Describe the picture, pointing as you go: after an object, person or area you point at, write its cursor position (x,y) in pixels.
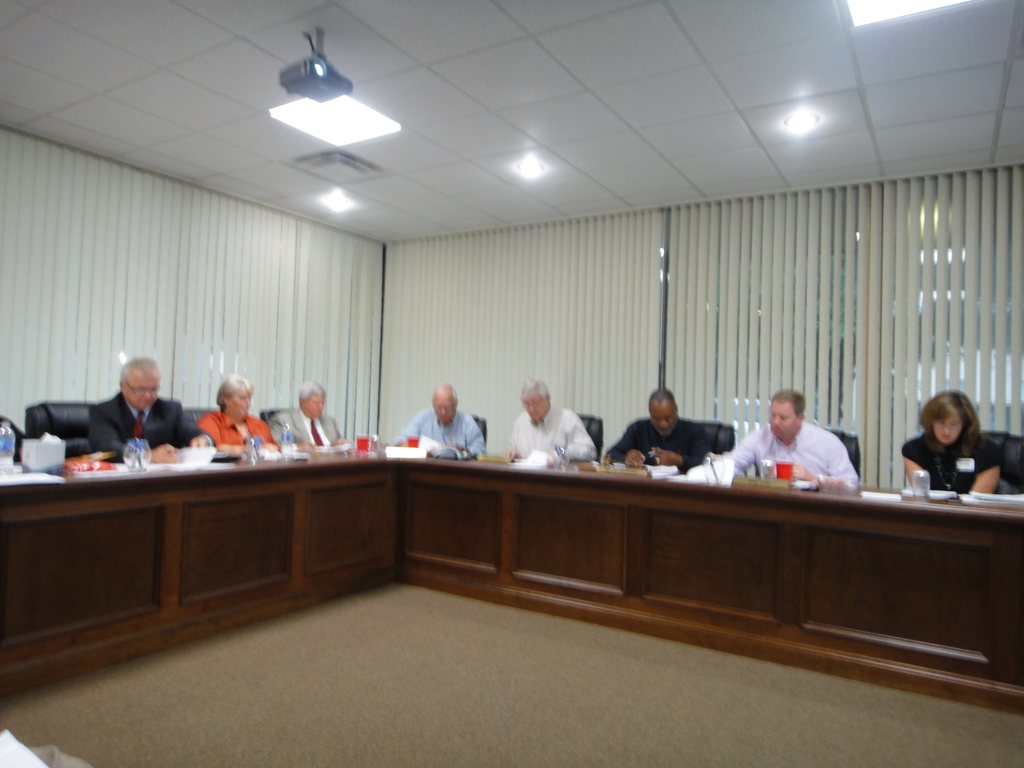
In the picture we can find a set of people (567,433) sitting on a chairs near the desk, some people (582,444) are wearing a blazers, tie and shirt (941,449), and to the ceiling (212,59) we can find a projector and lights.
